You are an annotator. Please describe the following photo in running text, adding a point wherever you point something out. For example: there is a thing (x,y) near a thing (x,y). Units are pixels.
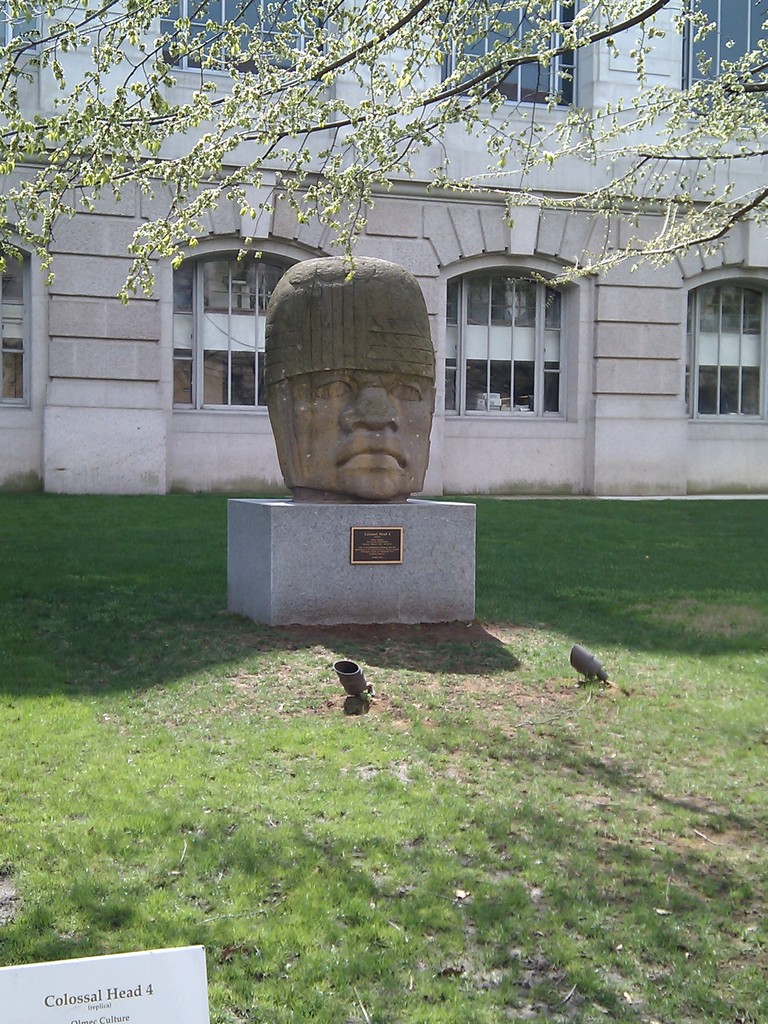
In this image I can see a sculpture (325,418), few boards (361,563), grass (480,726), few black colour things (351,667) on ground (426,647), branches (384,136) of a tree (87,1), a building (705,172) and number of windows (166,55). On these boards (8,966) I can see something is written.
